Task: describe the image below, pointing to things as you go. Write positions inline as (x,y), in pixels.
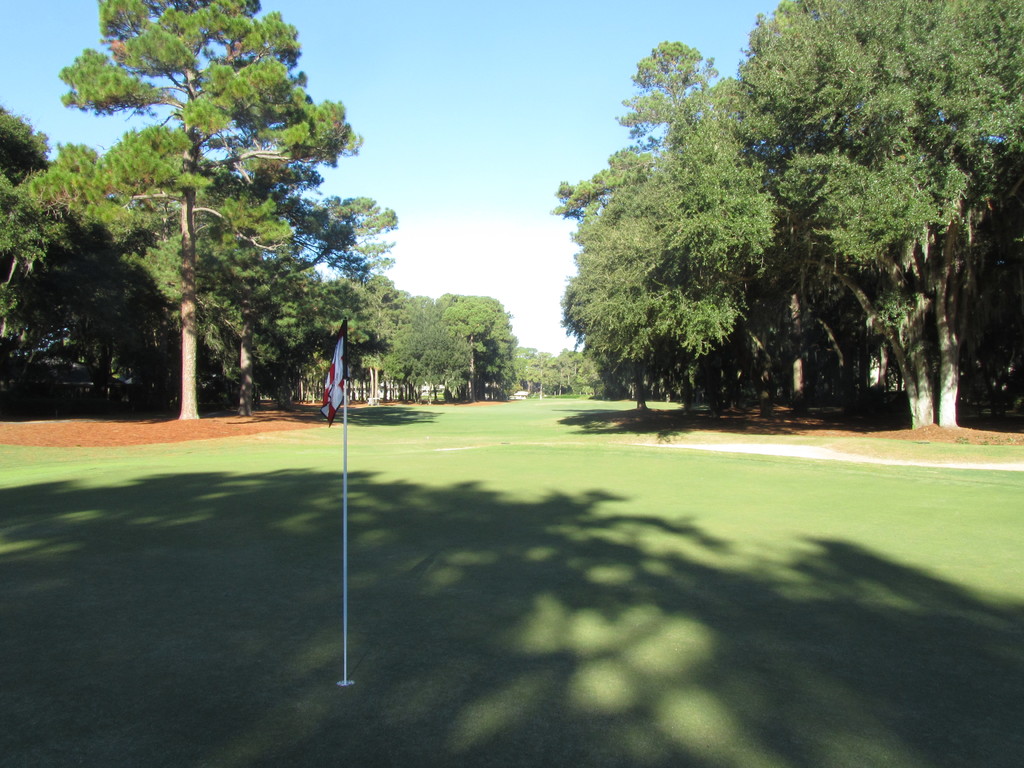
The image is clicked in a golf ground (457,552). In the foreground of the picture (364,589) there is grass (457,547) and a flagpole (346,453). On the right (931,416) there are trees (780,270). On the left (168,349) there are trees (367,369). In the center of the background (540,379) there are trees (503,363). Sky (470,61) is clear and it is sunny.
